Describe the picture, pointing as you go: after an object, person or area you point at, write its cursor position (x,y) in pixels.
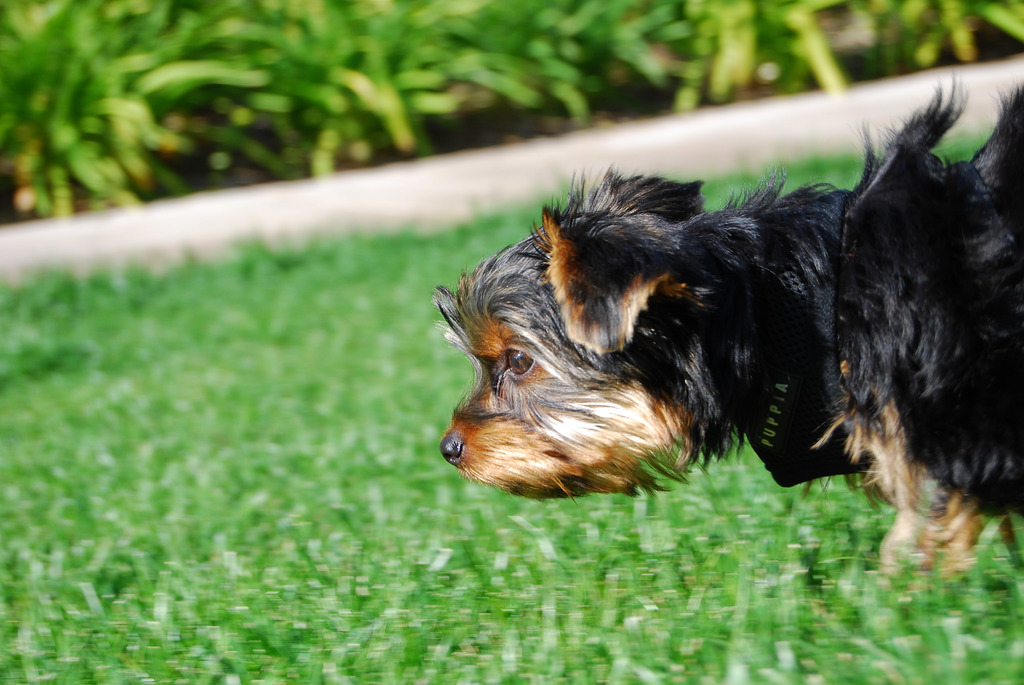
In this image there is a dog (905,442) on the surface of the grass (428,523). In the background (192,125) there are plants (264,61).
